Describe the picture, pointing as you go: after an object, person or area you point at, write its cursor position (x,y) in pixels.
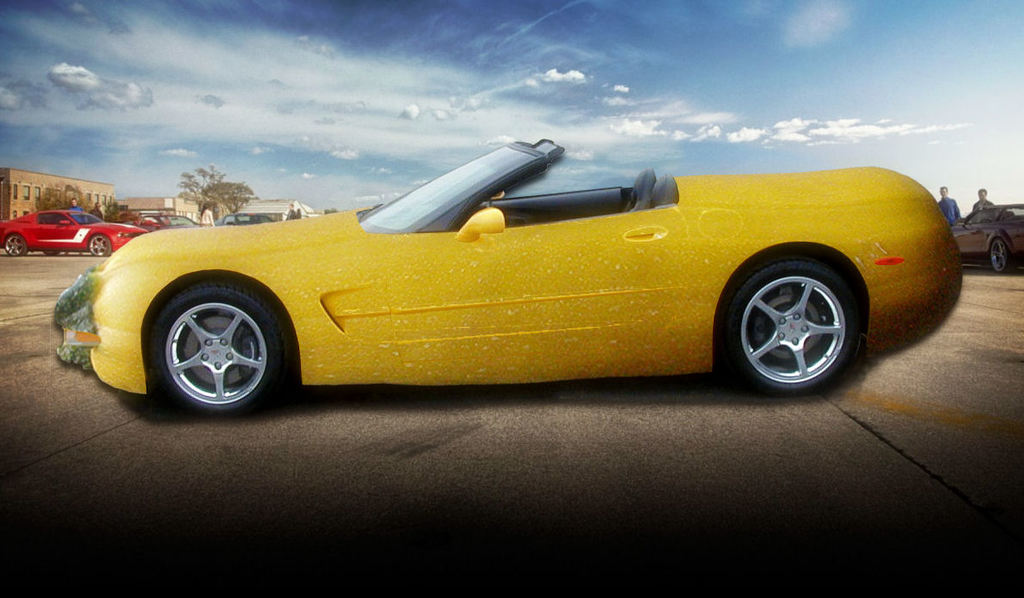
Here we can see a car (503,324) on the road (503,424). In the background (110,220) there are vehicles (105,239), few persons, trees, buildings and clouds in the sky (966,175).
